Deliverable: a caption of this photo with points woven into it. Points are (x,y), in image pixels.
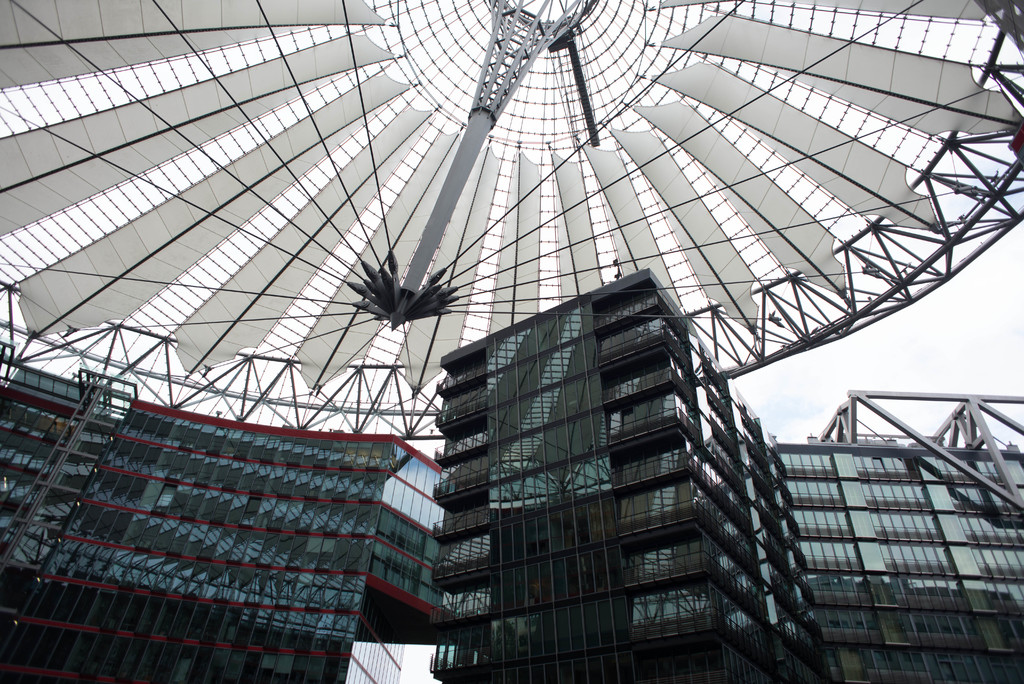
In the foreground of the picture (389,489) there are buildings (502,482) with glass windows (570,453). At the top (498,211) it is ceiling (566,147) with iron frames (310,113) and glasses (555,56). On the right (914,369) we can see sky (830,371).
